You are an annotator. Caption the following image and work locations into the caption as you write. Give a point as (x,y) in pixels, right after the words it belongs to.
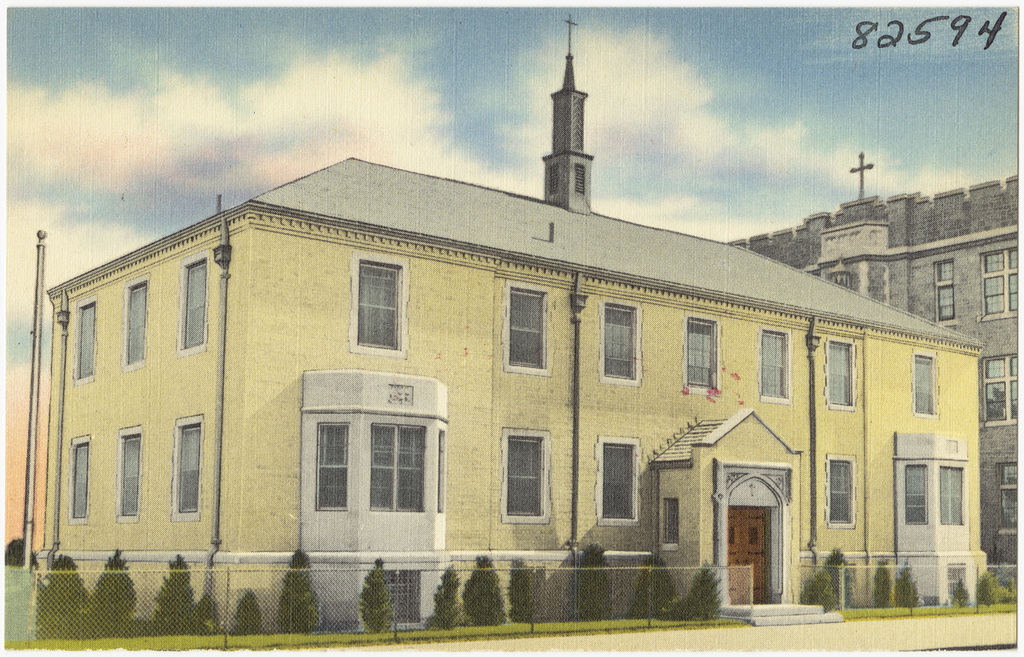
In this image I can see a building (469,379) which is cream in color. I can see the fencing (430,614), few trees (183,595), some grass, few windows (390,462) of the building (324,376) and in the background (992,470) I can see a huge pole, another building (992,443) and the sky (702,117).
